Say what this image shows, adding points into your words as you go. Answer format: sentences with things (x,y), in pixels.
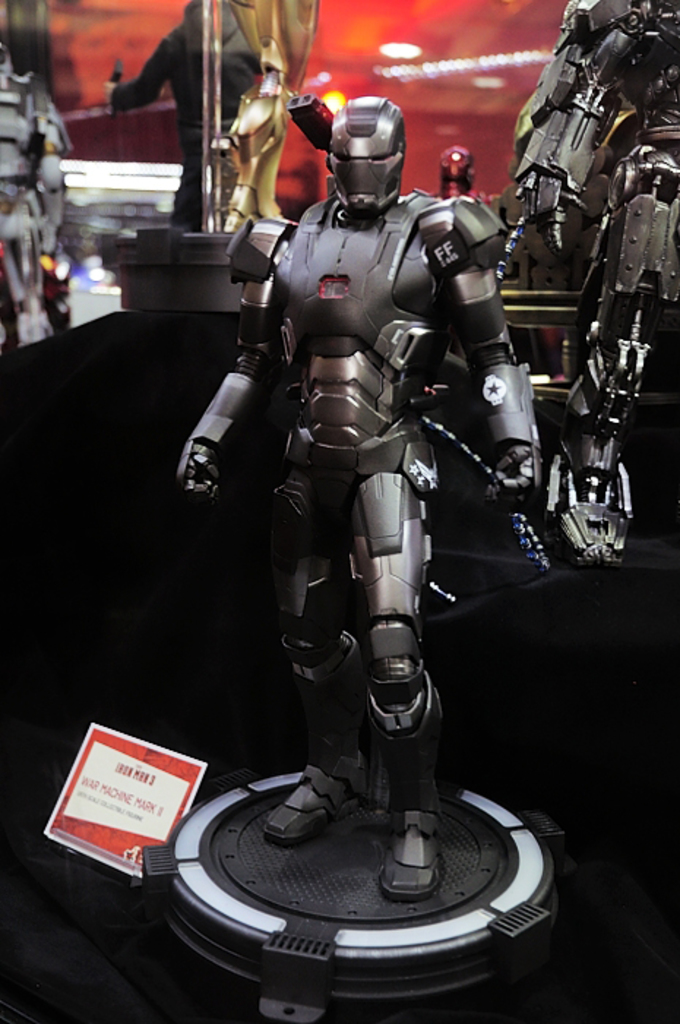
In this image I can see a toy (393,545) which is black and silver in color on the black colored object (360,844). I can see the white and red colored board (132,787) and in the background (519,240) I can see few other toys (517,229).
